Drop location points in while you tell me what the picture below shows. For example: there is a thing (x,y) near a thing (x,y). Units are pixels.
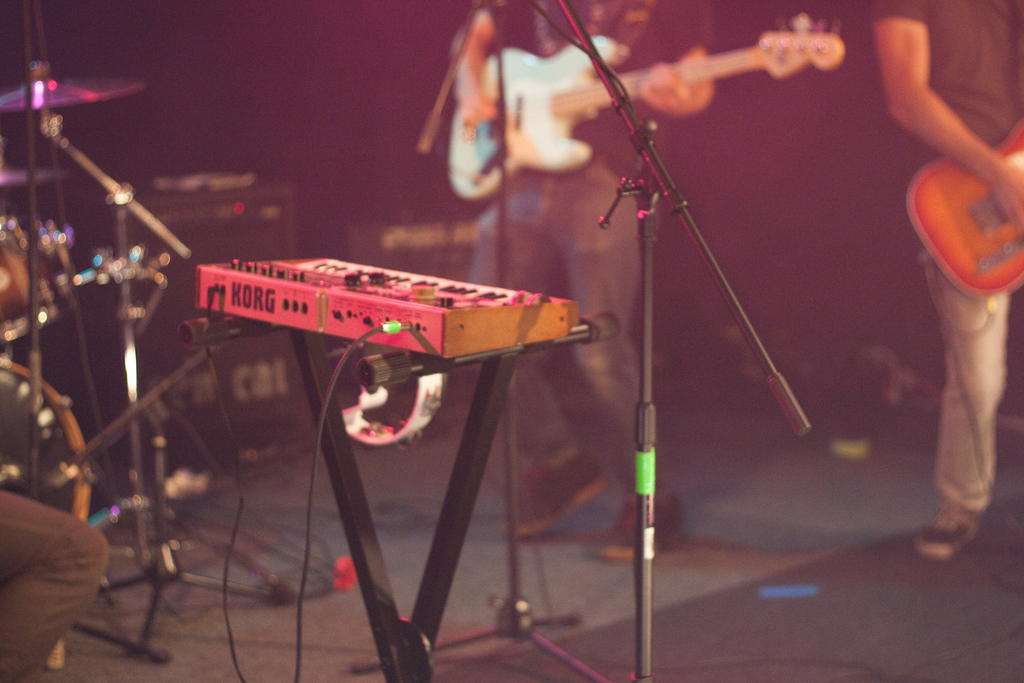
In this picture we can see two men (521,180) holding guitars (953,181) in their hands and playing it and in front of them we can see piano (436,314) on stand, mic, drums (89,279) and in the background (341,89) we can see it as dark.
